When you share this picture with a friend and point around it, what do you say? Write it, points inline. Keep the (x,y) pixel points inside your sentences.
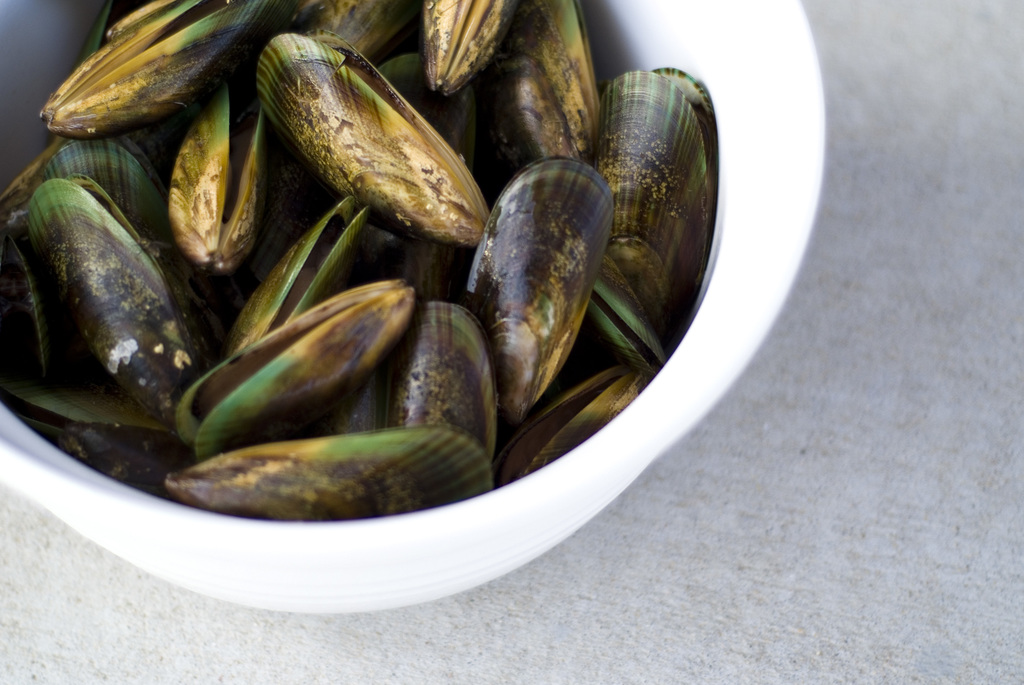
In this picture we can see a group of objects (327,62) in a bowl (745,20) and this bowl (756,11) is placed on a platform (632,628).
